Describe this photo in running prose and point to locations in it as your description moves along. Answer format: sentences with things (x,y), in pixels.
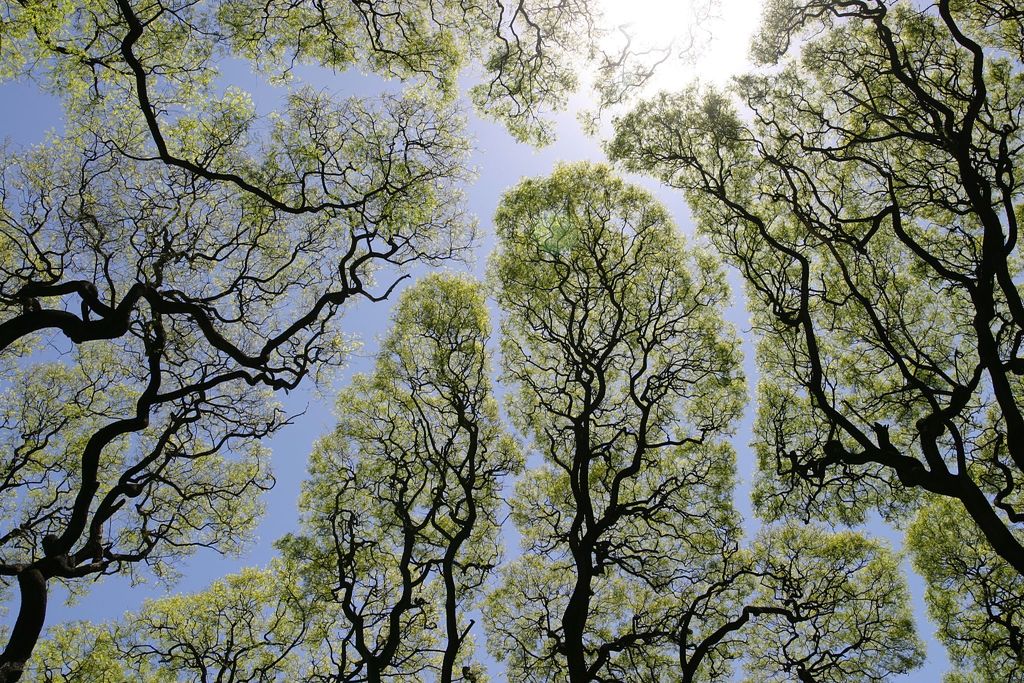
In this image there are trees (574,299).
